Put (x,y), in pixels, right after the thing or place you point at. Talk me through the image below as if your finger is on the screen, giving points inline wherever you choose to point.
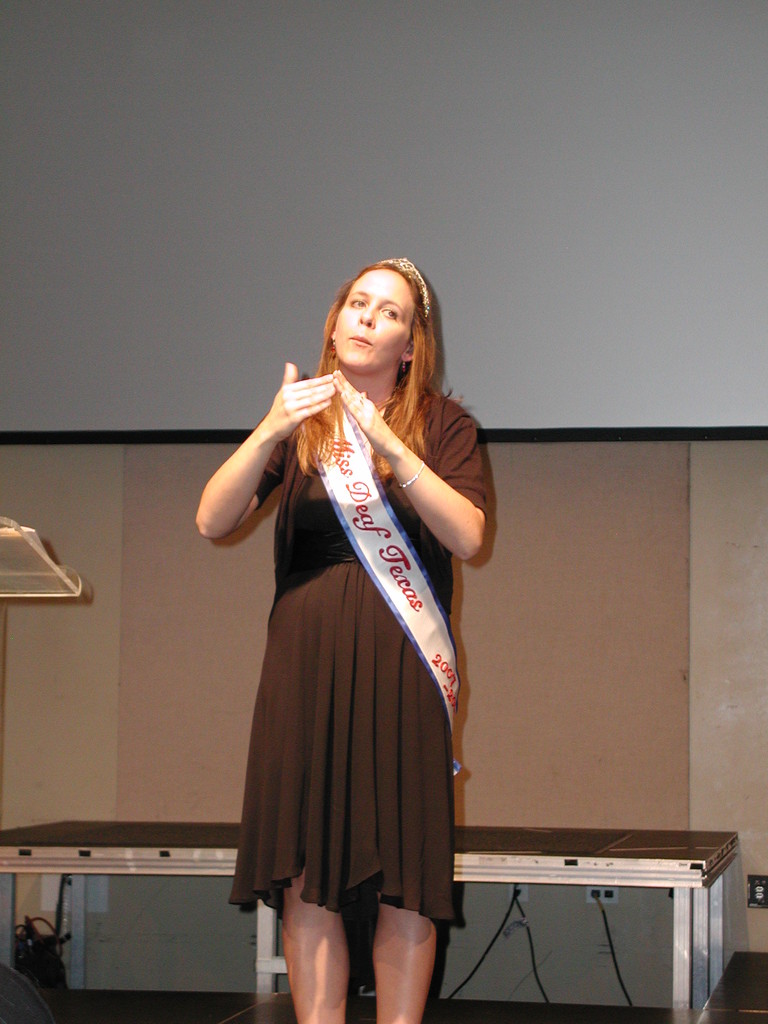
In this image I can see a woman (361,619) standing and wearing brown color dress (322,611) and white cloth (352,528) on it. Back Side I can see a white screen (522,177) and table (672,830). I can see a wall (610,545).
